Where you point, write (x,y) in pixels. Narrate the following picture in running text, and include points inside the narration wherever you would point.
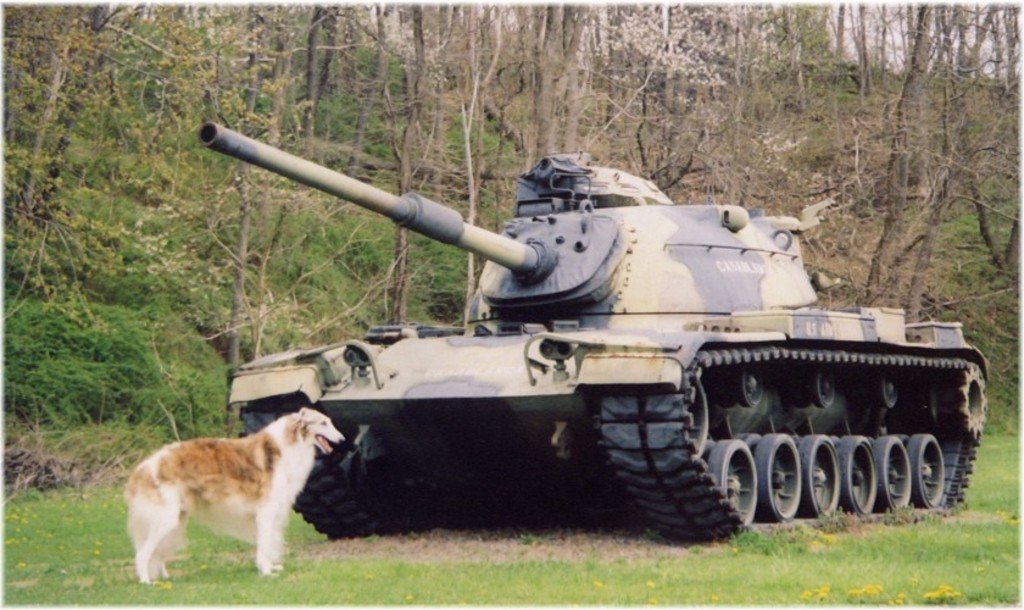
In this image we can see a tank (597,438) on the ground (899,575), a dog (197,467) in front of the tank (485,369) and in the background (239,108) there are some trees (206,222).
